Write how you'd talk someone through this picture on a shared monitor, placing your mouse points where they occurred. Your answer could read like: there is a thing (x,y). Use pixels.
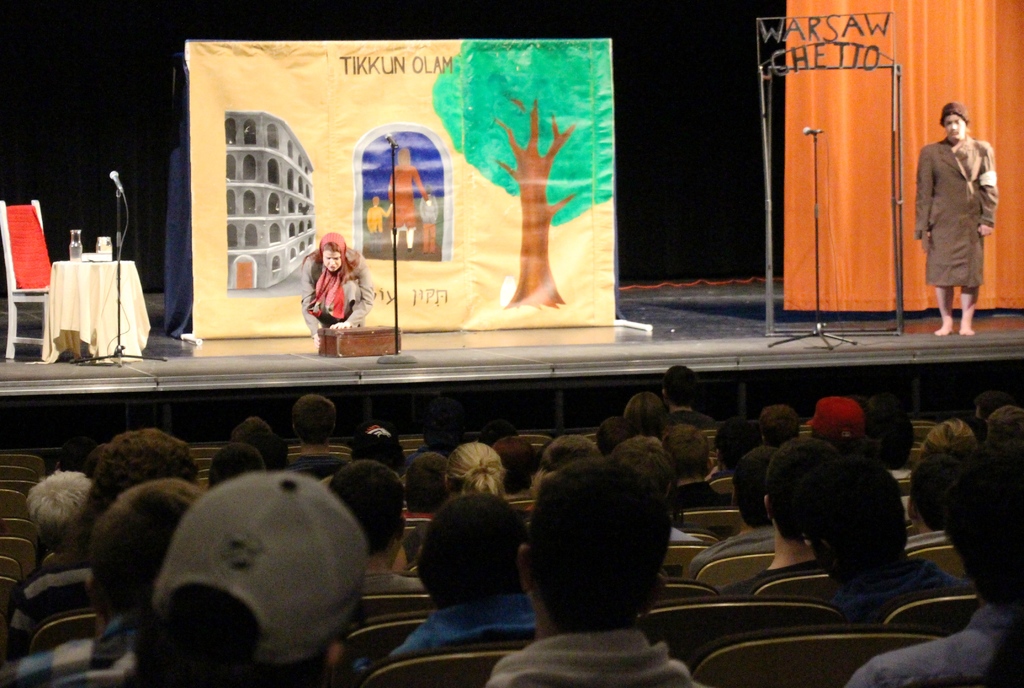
In this image we can able to see spectators (889,560) watching a play, there is a lady (964,216) who is standing and she is wearing a brown color dress (969,192), and there is a chair (21,276) here and we can able to see a table (62,287) and there is a water bottle (74,254) on it and there is a stand (518,140) and it contains three pictures (253,156) one of them is a tree (517,139), and building (267,196), and there is a picture (374,215) of three persons (370,210), and there is a lady (308,269) who is sitting and in front of her there is a box (355,337) and we can able to see three mics (118,188) here and there is a stand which contains a name (869,62) called warsaw ghetto.
